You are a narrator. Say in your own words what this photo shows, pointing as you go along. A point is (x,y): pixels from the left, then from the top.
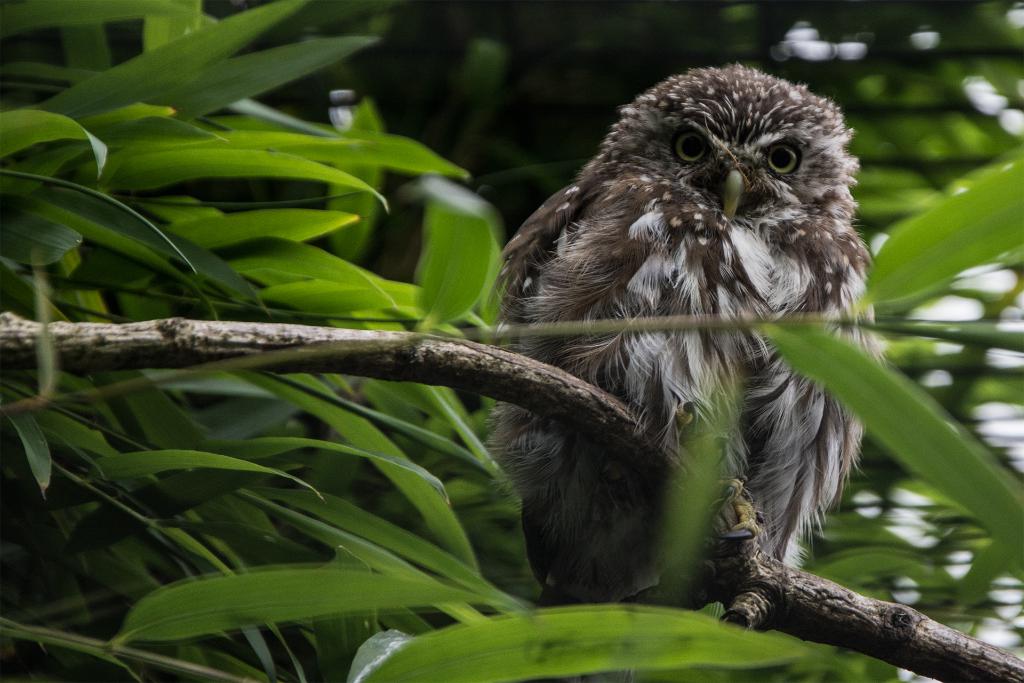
In the foreground of this image (753,90), there is an owl (754,495) on a branch (628,416) of a tree (138,330).
